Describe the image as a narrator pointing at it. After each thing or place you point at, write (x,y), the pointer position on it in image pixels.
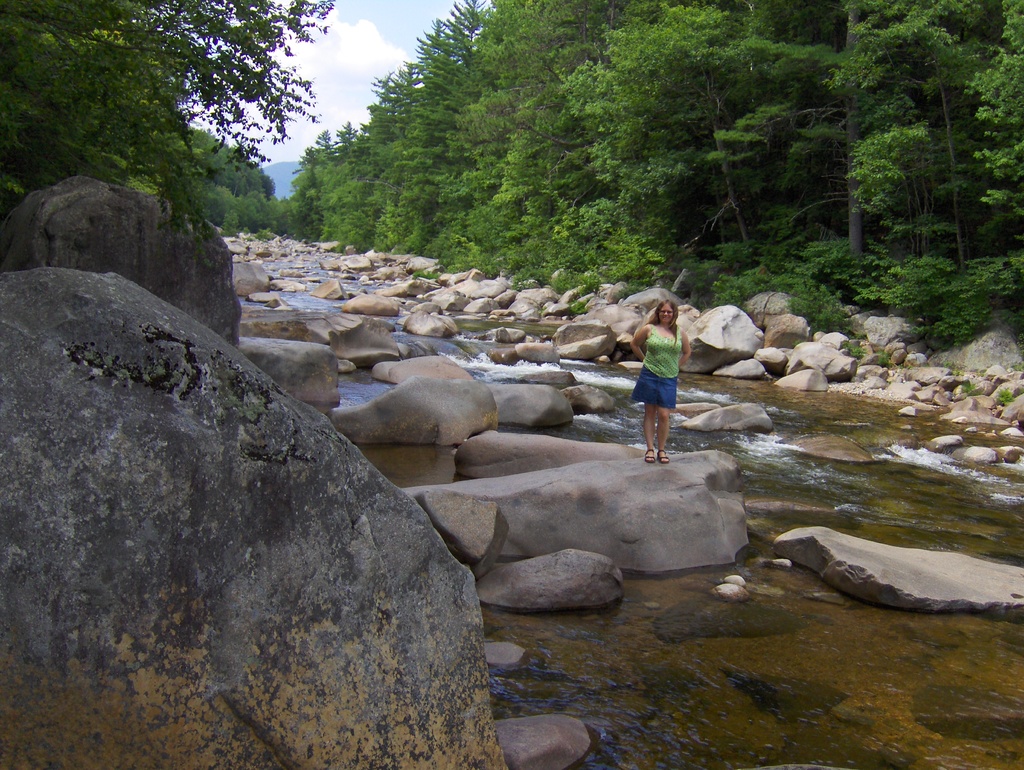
In this image we can see a woman (678,370) wearing a green top (673,366) and blue skirt (651,391) is standing on a rock (651,493) placed in a river (601,644). In the background (691,334), we can see group of stones (141,225), trees (314,183) and cloudy sky (338,69).
